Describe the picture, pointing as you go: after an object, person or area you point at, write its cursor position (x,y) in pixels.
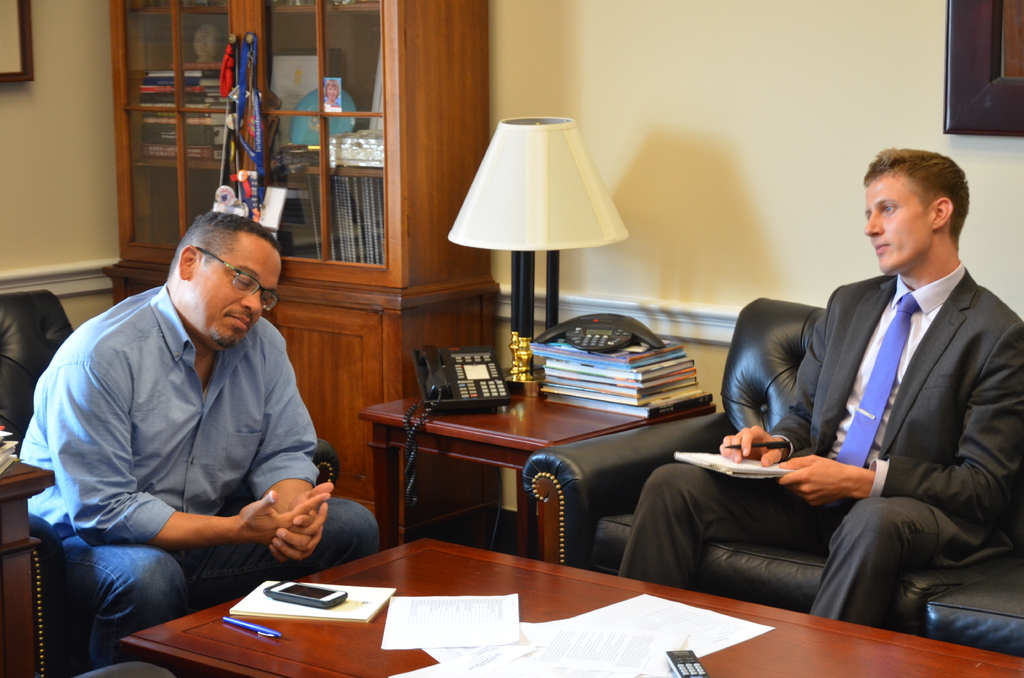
On the background (25,51) we can see photo frames (992,94) over a wall (719,60). here we can see cupboard (412,160) and books (196,69) inside it And we can see few id cards (283,195) hanged over the handle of a cupboard (263,96). We can see two men (252,454) sitting on chairs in front of a table (460,551) and here on the tables (485,584) we can see mobile phone (292,598), telephone (453,375), books (601,375), table lamp (578,239) and papers (601,633), remote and also a pen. We can see this man (773,439) holding a pen (784,443) in his hand (769,454) and also a book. This man (255,296) wore spectacles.
